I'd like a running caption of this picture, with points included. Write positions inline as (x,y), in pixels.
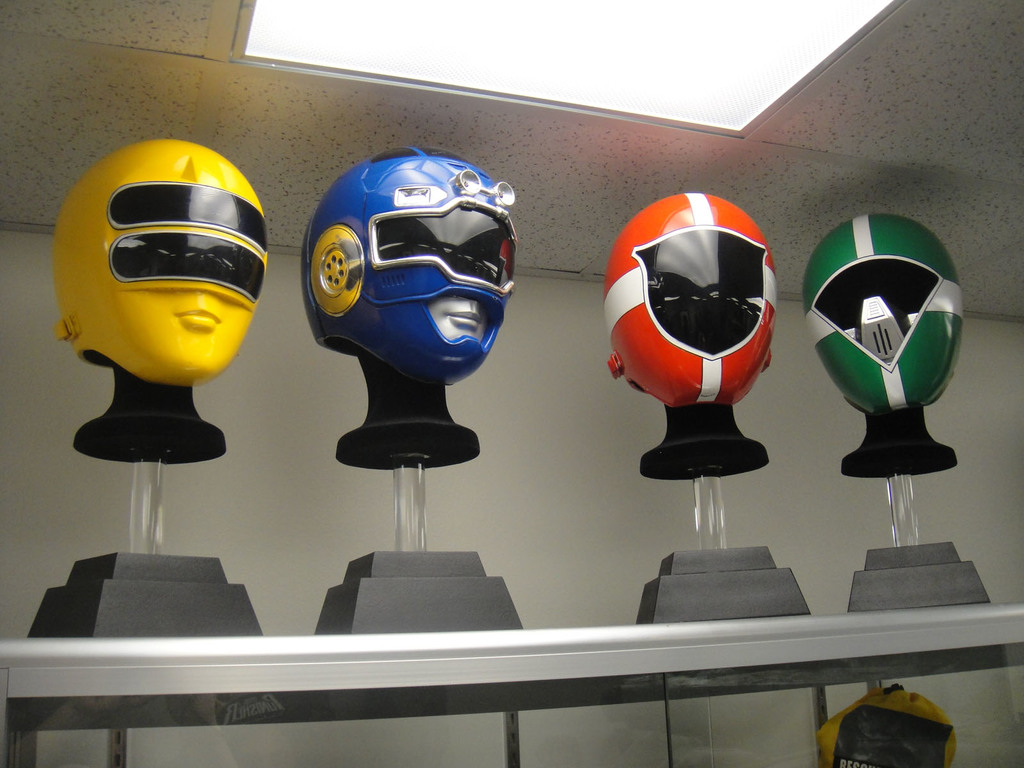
In this image we can see helmets (255,296) placed on the stands (37,625). At the bottom (764,648) there is a table (511,678). In the background (609,435) there is a wall (475,408).
